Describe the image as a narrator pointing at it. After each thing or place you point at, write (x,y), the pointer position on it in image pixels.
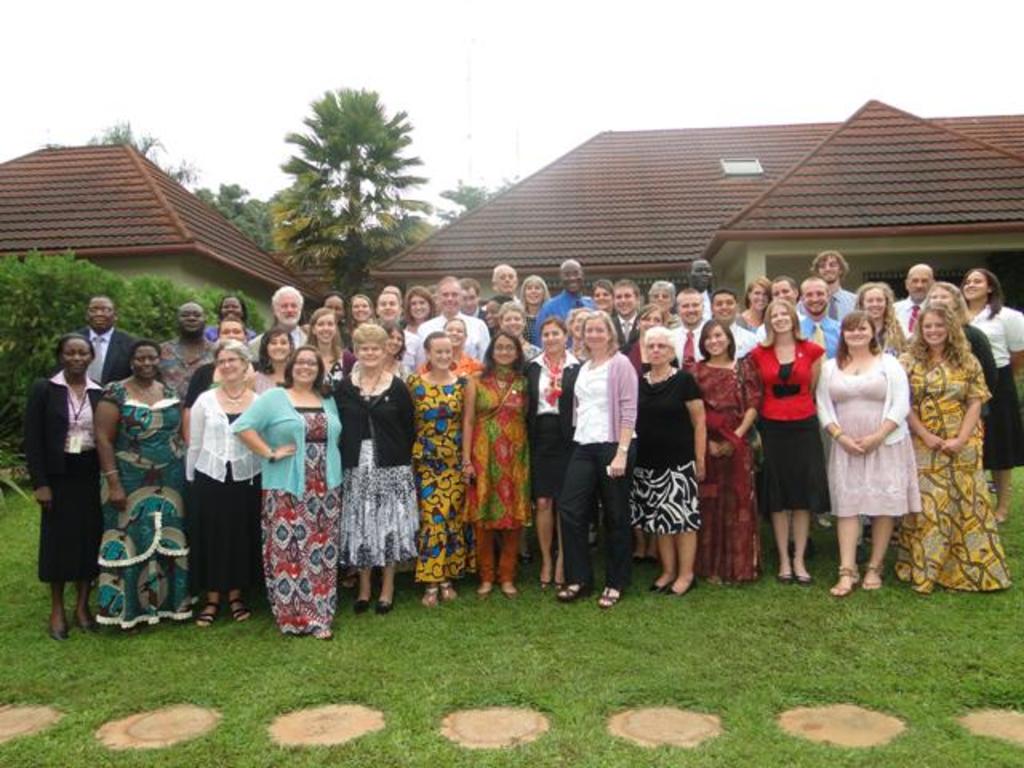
In this image we can see the men (784,295) and also woman (454,420) standing on the grass (820,569) and smiling. In the background (316,242) we can see the houses (644,189) and also trees (349,213). Sky (323,69) is also visible.
